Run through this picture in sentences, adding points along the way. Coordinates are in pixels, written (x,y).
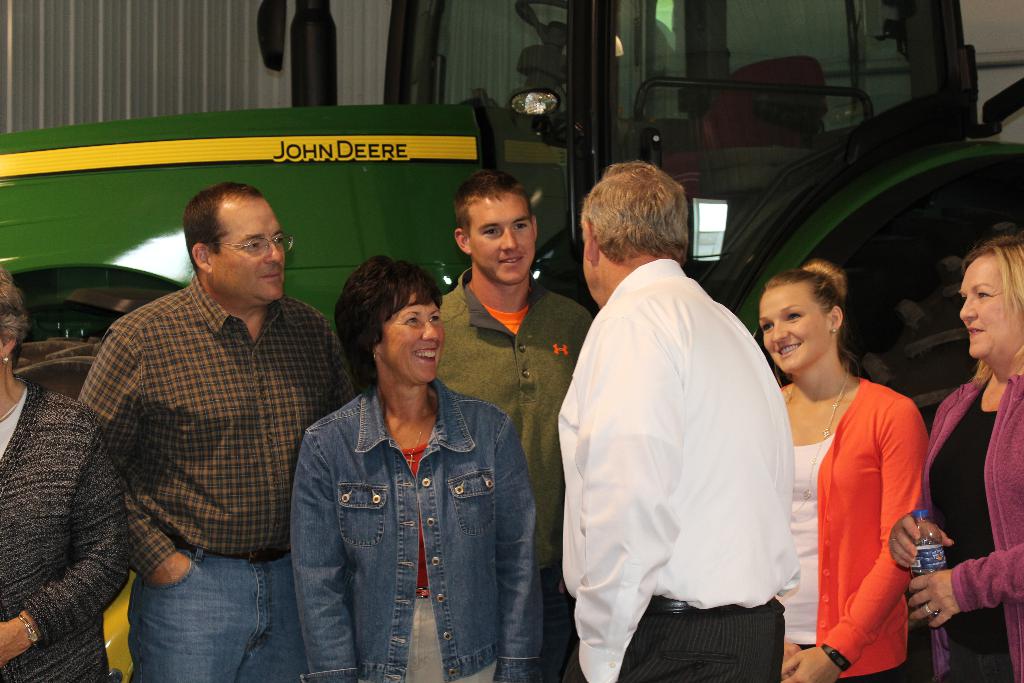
In this image I can see in the middle (680,449) a man (788,496) is standing, he wore white color shirt (688,466) and black color trouser (696,617). Beside him a beautiful woman (796,394) is smiling she wore orange color sweater (849,506) and white color top (811,510). On the left side (204,298) few people (324,378) are standing and listening to him. Behind them there is the tractor (867,109) in green color. At the top (191,61) it is the iron shed (193,71).
